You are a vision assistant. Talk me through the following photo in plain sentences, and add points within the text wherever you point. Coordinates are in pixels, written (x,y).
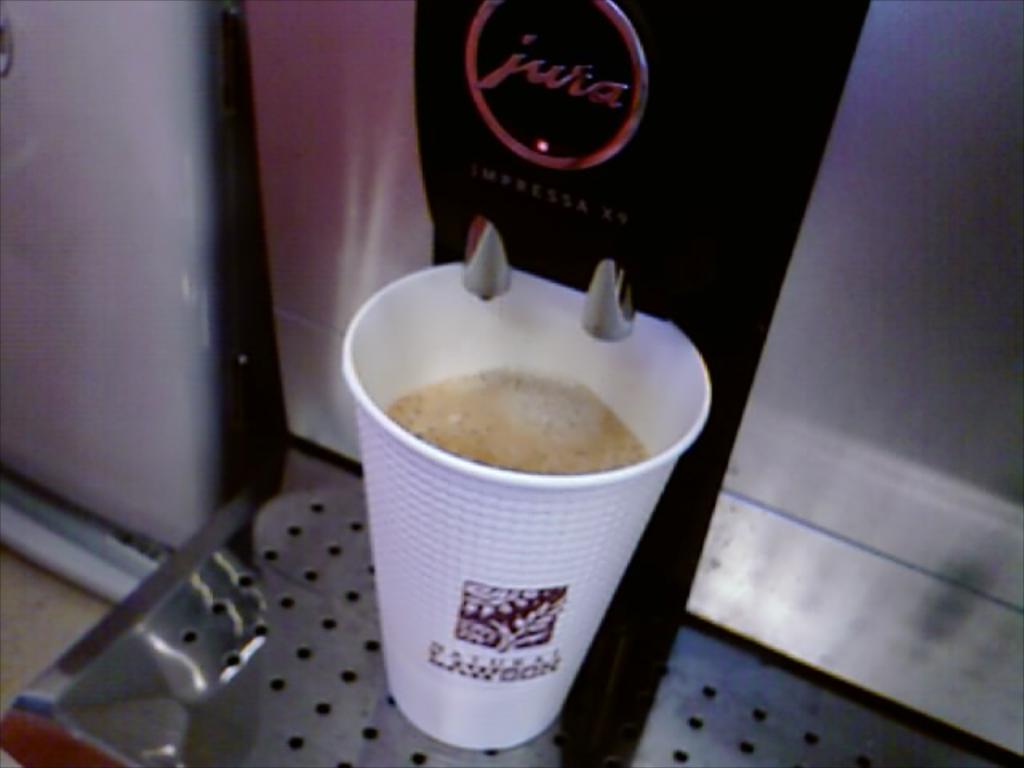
We can see glass (448,511) with coffee (506,467) and this glass (439,552) placed on the coffee machine rack (313,699). This is floor (82,606).
